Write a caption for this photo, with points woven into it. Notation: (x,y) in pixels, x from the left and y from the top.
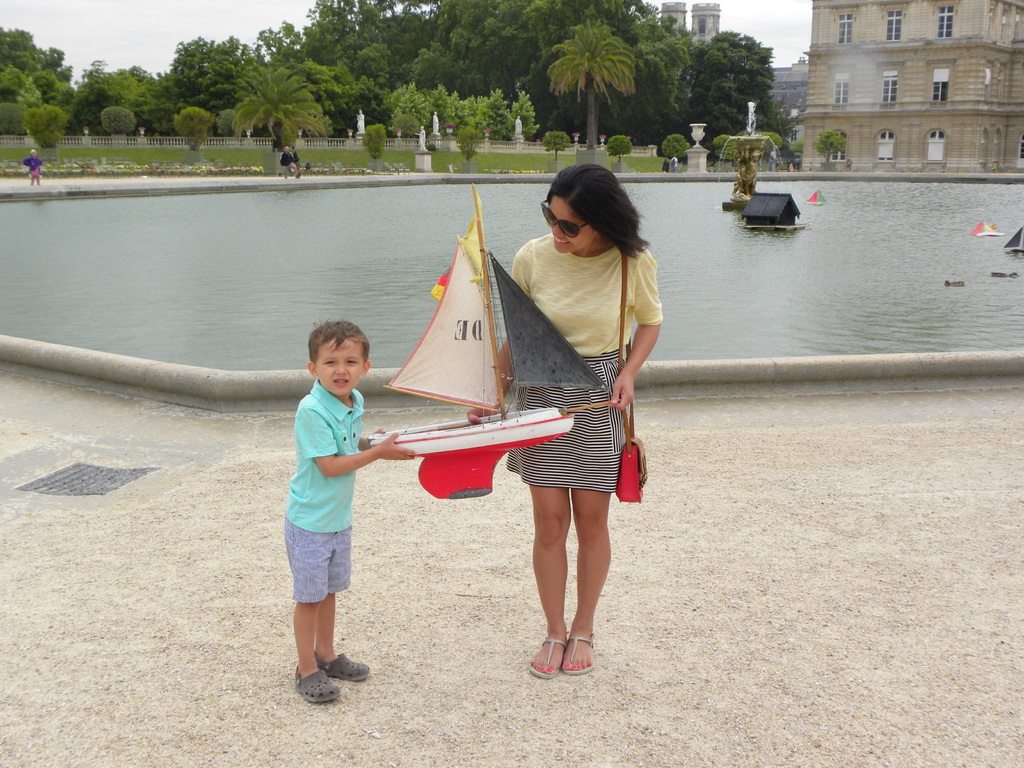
In the picture I can see people (548,541) among them a woman (596,293) and a boy (348,539) are standing on the ground (411,594) and holding some objects (434,467) in hands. In the background (228,133) I can see trees (234,101), plants (198,117), fence (519,151), buildings (842,80), the water (676,292), the sky (186,12) and some other objects (621,170).
